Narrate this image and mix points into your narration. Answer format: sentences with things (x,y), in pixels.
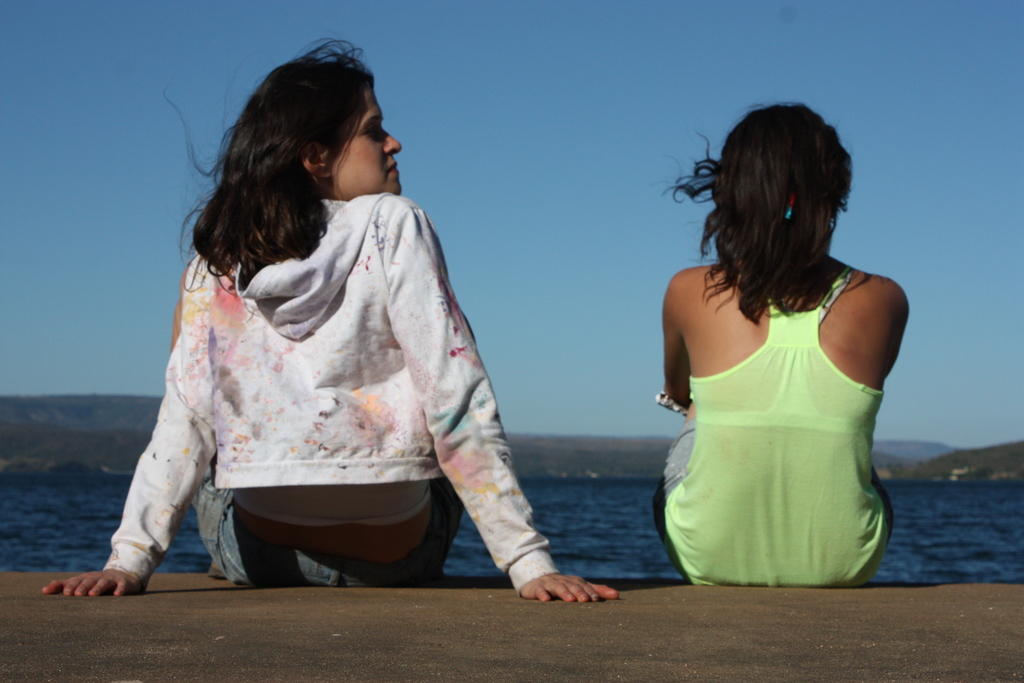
In the center of the image (464,435) we can see two persons (419,441) are sitting on the platform (582,609). And we can see they are in different costumes (336,451). In the background (555,169), we can see the sky (645,178), hills (551,459) and water (644,492).
